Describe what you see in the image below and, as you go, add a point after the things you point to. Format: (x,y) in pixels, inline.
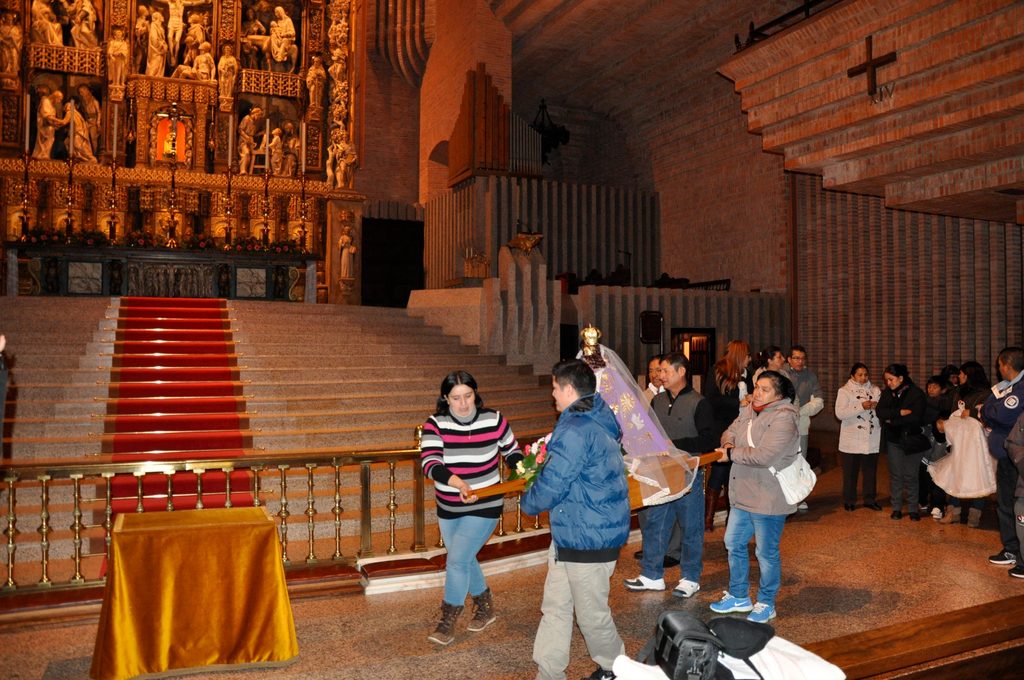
In the center of the image (475,399) we can see people (569,476) standing and holding an object (640,471). On the left (186,613) there is a table (164,599). On the right (806,421) there are people (863,430) standing. In the background (275,451) there are stairs (208,342) and a wall (237,161). We can see sculptures (252,155) on the wall (289,77).
